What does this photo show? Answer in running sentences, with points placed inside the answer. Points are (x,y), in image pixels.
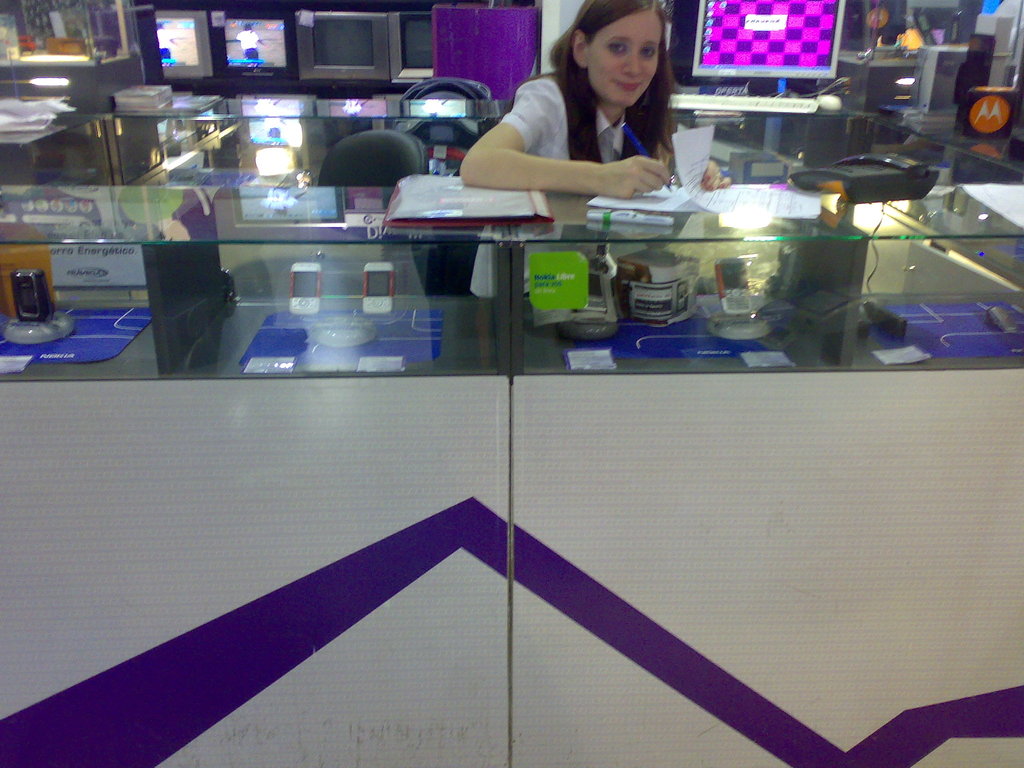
In this picture there is a woman (614,5) is smiling and she is writing and there are papers (649,210) and there are objects (635,216) and there is a telephone (912,185) on the table (358,286) and there are devices (369,277) and objects (728,325) under the table (249,245). At the back (720,106) there are devices (703,106) and there are chairs (416,156) and wires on the table (461,116) and there are pictures (239,46) of persons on the screens (262,40).
